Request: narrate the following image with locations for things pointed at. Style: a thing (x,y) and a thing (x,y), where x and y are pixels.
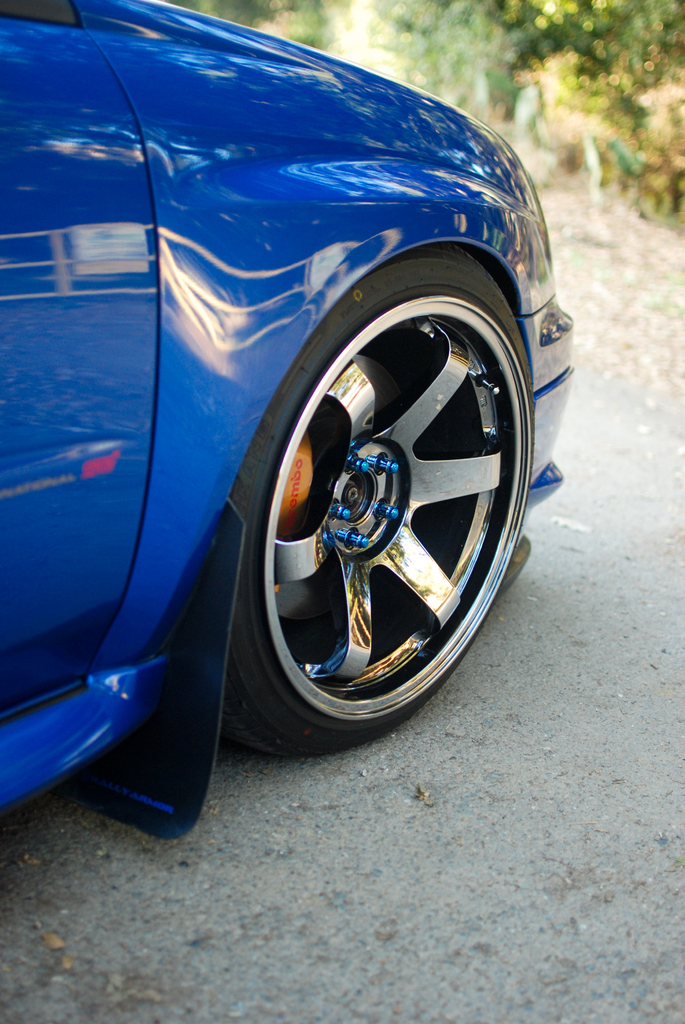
In this image, we can see a blue color car (484,603) which is placed on the road (459,832). In the background (438,79), we can see some trees (394,48). At the bottom (519,871), we can see a road (455,808).
